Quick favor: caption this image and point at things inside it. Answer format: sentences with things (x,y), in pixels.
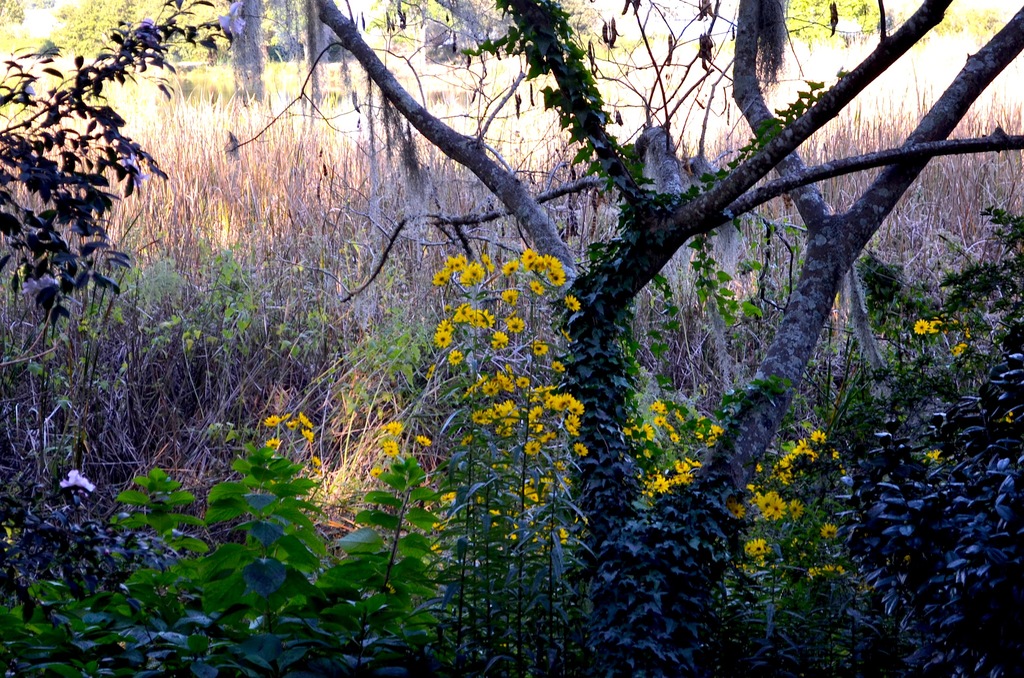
Here in this picture we can see grass (188,453), plants (174,489) and trees (647,208) present on the ground (425,222) and in the front (472,308) we can see flowers (455,354) present on plants (511,513).
